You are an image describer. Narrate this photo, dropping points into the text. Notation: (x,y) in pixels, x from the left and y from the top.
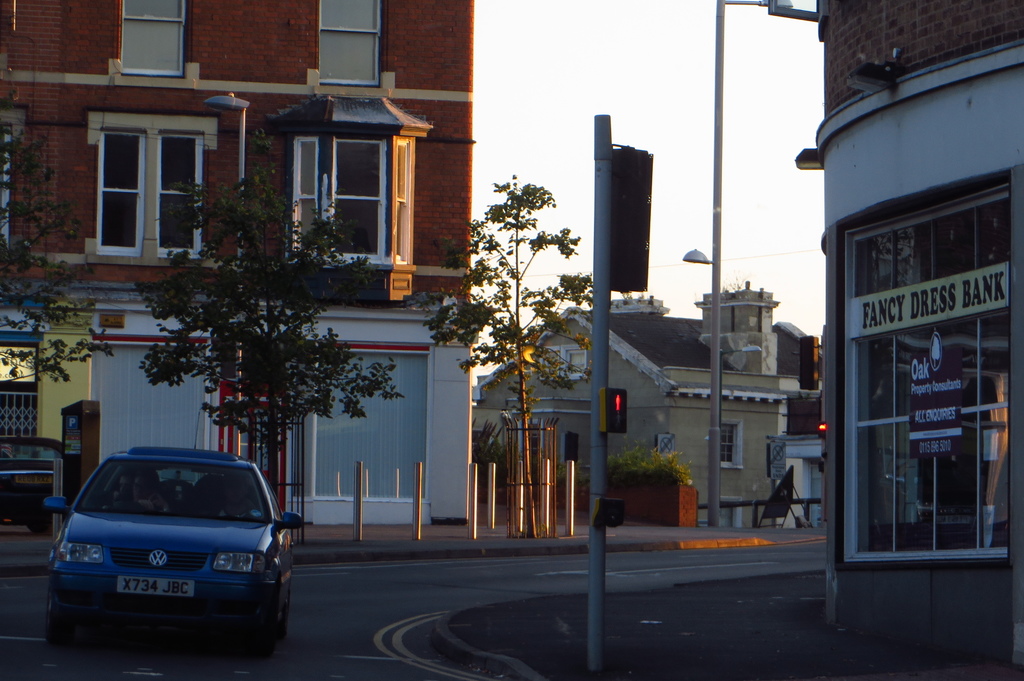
In this image we can see one house (651,389), two buildings (952,341), one car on the road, few lights (622,169) with poles (611,160), one car (37,461) in front of the building (371,510), some objects (665,487) on the ground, some poles (355,510) on the footpath (624,600), some objects (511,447) with poles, one light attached to the building (938,326), two posters (928,316) with text (921,293) attached to the building (1015,490) on the right side of the image (903,308), some trees (524,462), some objects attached to the house (553,410) and at the top (554,138) there is the sky (704,144).
